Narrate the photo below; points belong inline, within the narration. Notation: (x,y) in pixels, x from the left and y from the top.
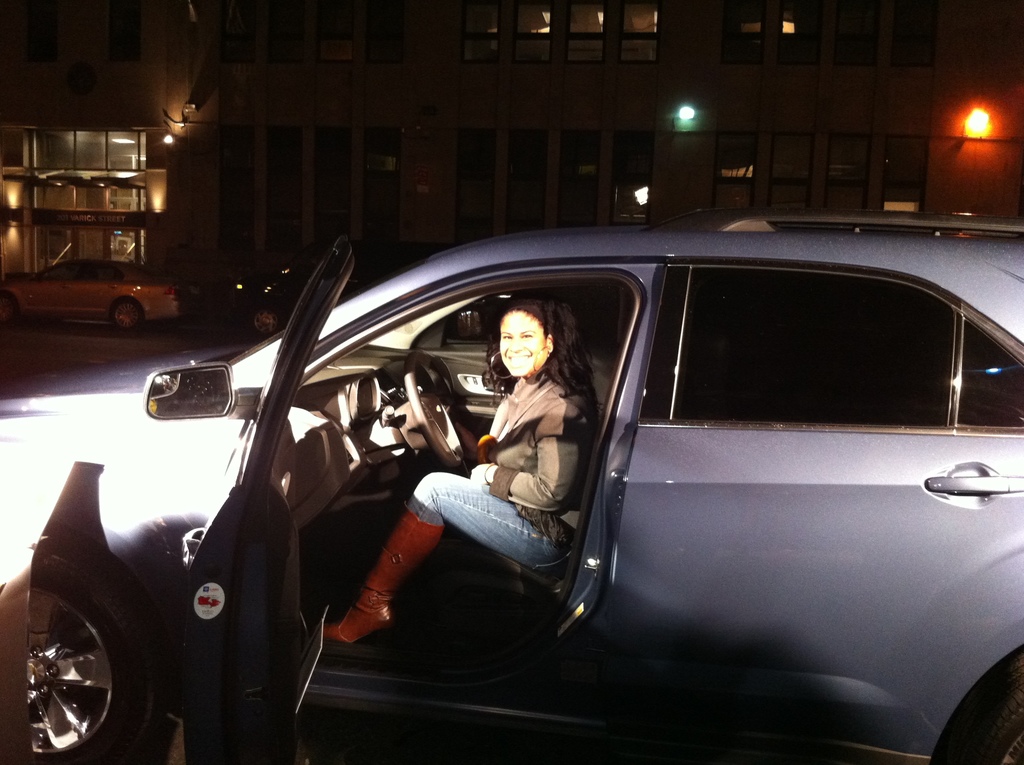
This image is clicked on the roads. There is a car (763,304) in blue color. In that car (474,453) there is a woman (487,513) sitting. In the background (241,85), there are buildings (260,148) and cars (131,280).
